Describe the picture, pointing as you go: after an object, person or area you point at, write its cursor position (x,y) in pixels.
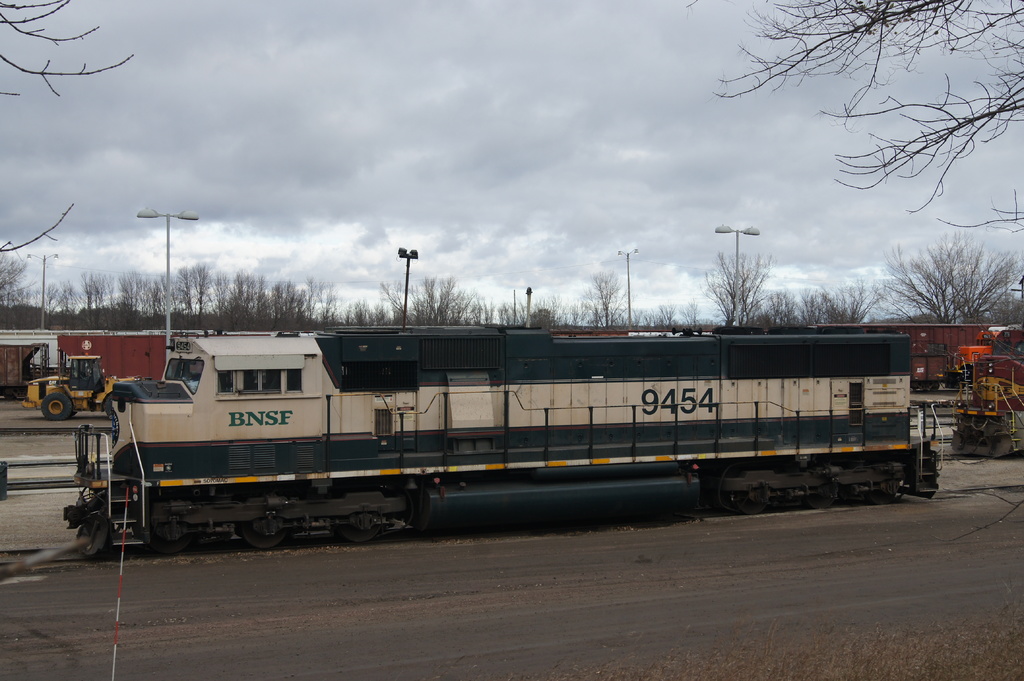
In this image we can see the train (441,392) is moving on the railway track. In the background (57,388), we can see a bulldozer (60,406), a few more trains (989,365), trees (828,312), light poles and the cloudy sky (332,124).
